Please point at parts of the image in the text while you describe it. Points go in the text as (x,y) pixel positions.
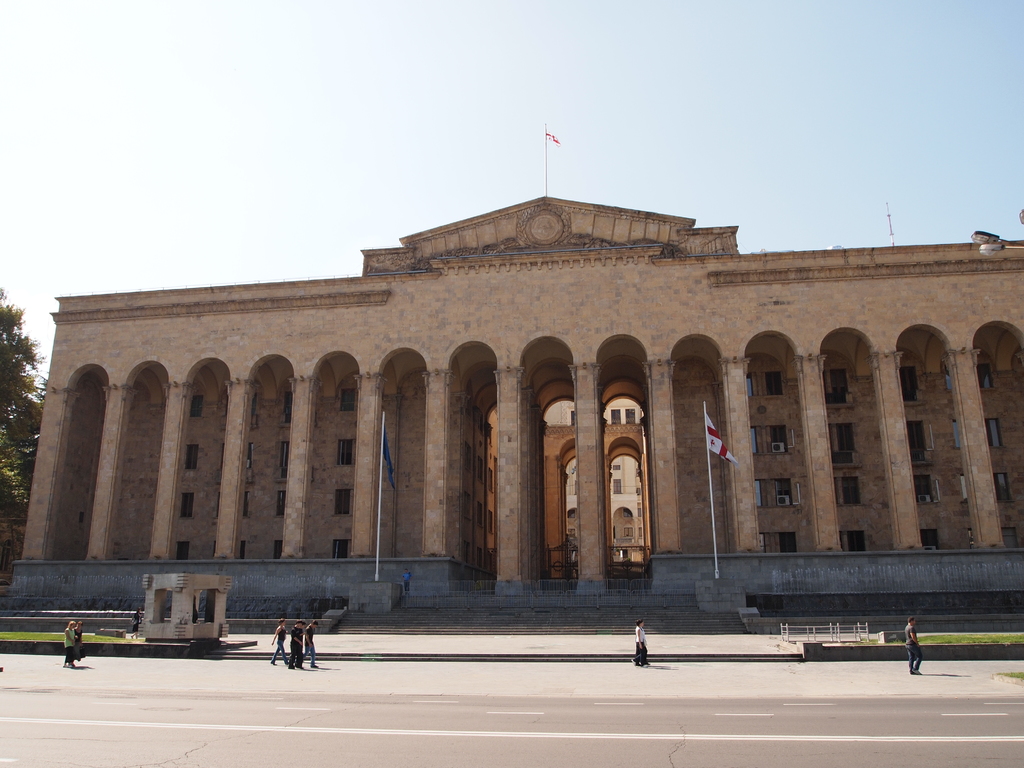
In this image I can see some people (642,644) on the road (479,714). On the left side (29,442) I can see a tree (8,494). In the background (584,464), I can see a building (523,418). At the top (544,165) I can see the flag (548,139) and the sky (841,93).
